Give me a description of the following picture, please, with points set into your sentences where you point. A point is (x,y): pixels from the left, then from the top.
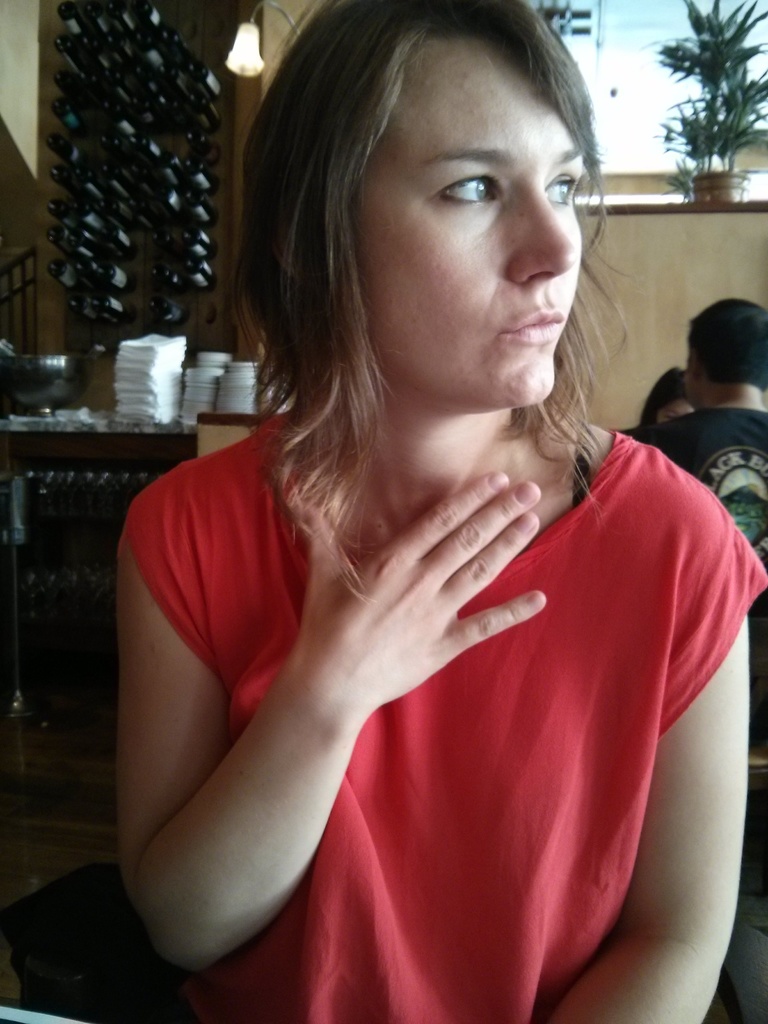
In front of the image there is a lady (534,832). Behind the lady (489,436) there are two persons (727,426). On the left side of the image (198,379) there is a table (104,412) with bowls (62,354), tissues (125,415) and some other things (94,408). Behind the table (92,440) there are bottles (176,60). On the right side of the image (708,198) there is a potted plant (711,180).
